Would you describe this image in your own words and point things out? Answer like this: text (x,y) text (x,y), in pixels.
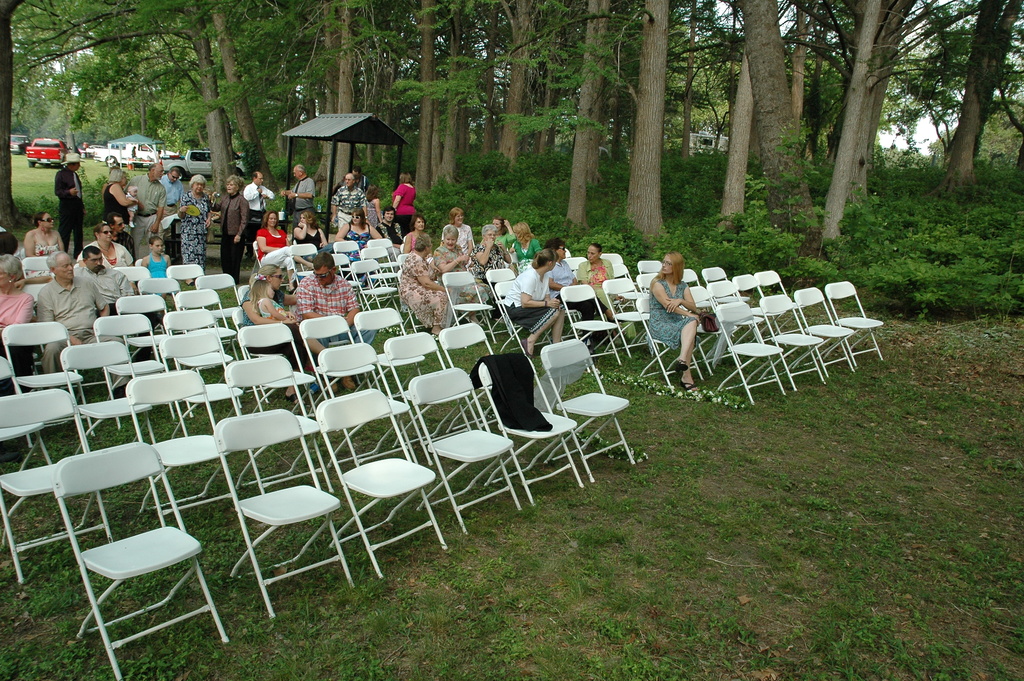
In this image few chairs (3,426) are arranged in an order. Few group of members (286,233) are sitting on chairs (181,321) and few are standing at the backside of it on a grassy land (900,415). Few plants (991,189) and trees (113,25) are at the background of the image (120,9). At the left side (176,165) there are few vehicles (193,154) are there.
